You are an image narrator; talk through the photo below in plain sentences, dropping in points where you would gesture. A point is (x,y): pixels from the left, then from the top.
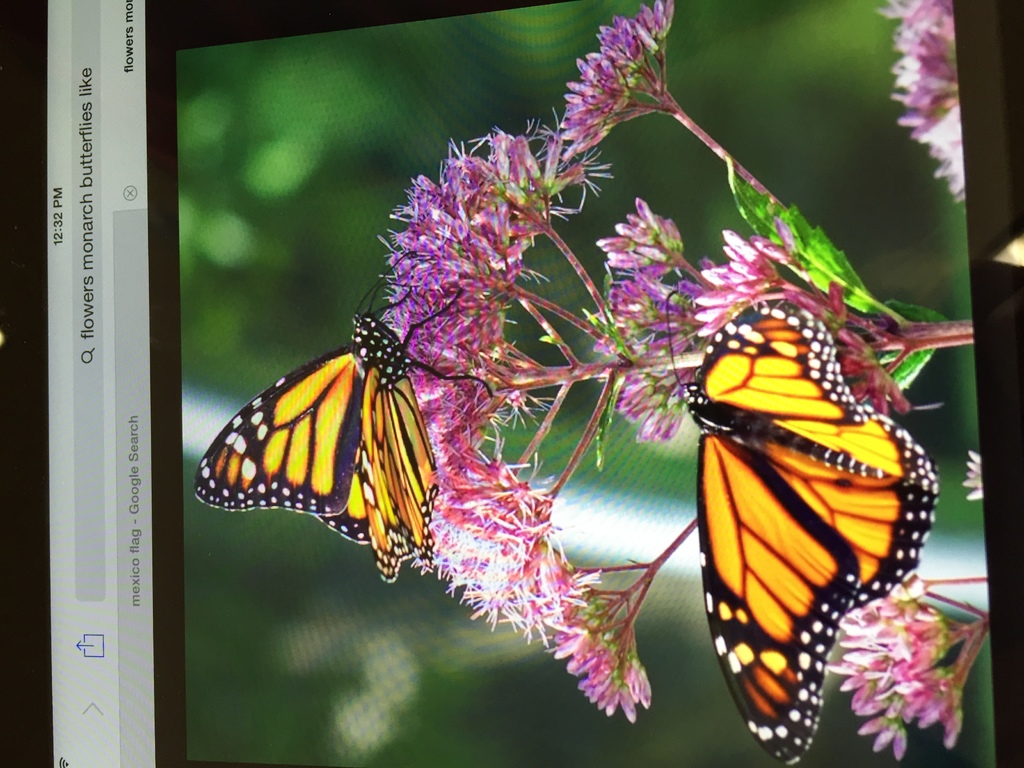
As we can see in the image there is screen (461,484). In screen (447,408) there is plant (403,312), butterflies (379,463) and flowers (880,715). The background (276,660) is blurred.
